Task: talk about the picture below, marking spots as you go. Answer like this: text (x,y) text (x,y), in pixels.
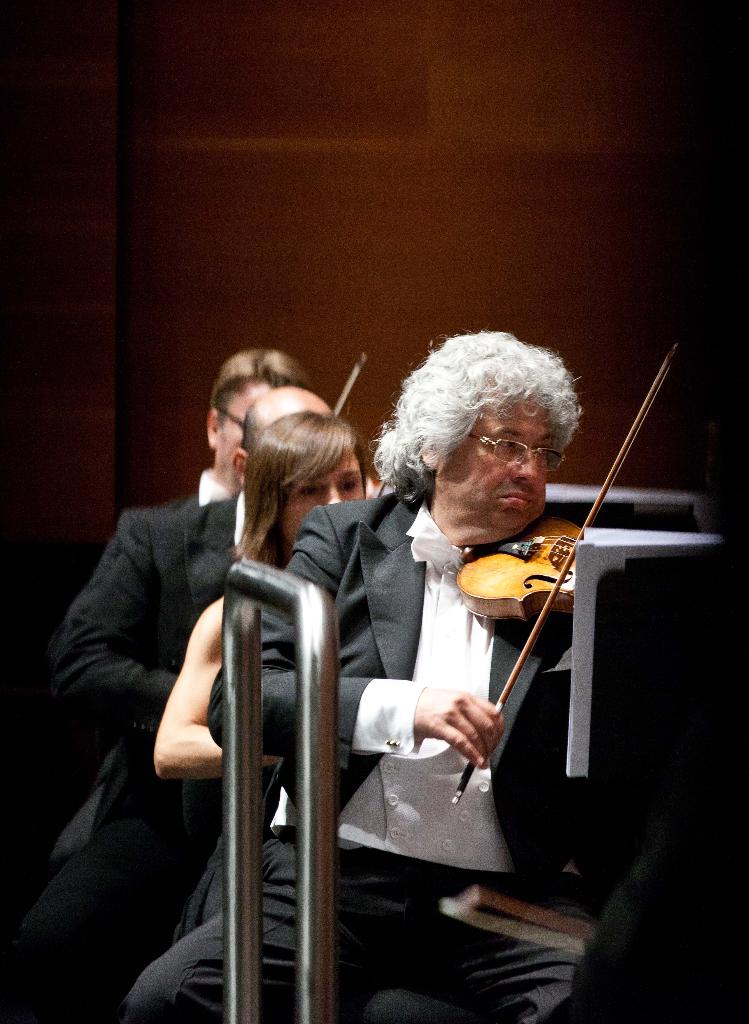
In this picture we can see four persons (175,535), they are playing violin (474,573) and in middle (282,441) woman (301,435) and in the background (303,264) we can see wall (451,206), paper (604,546) in front of them.
